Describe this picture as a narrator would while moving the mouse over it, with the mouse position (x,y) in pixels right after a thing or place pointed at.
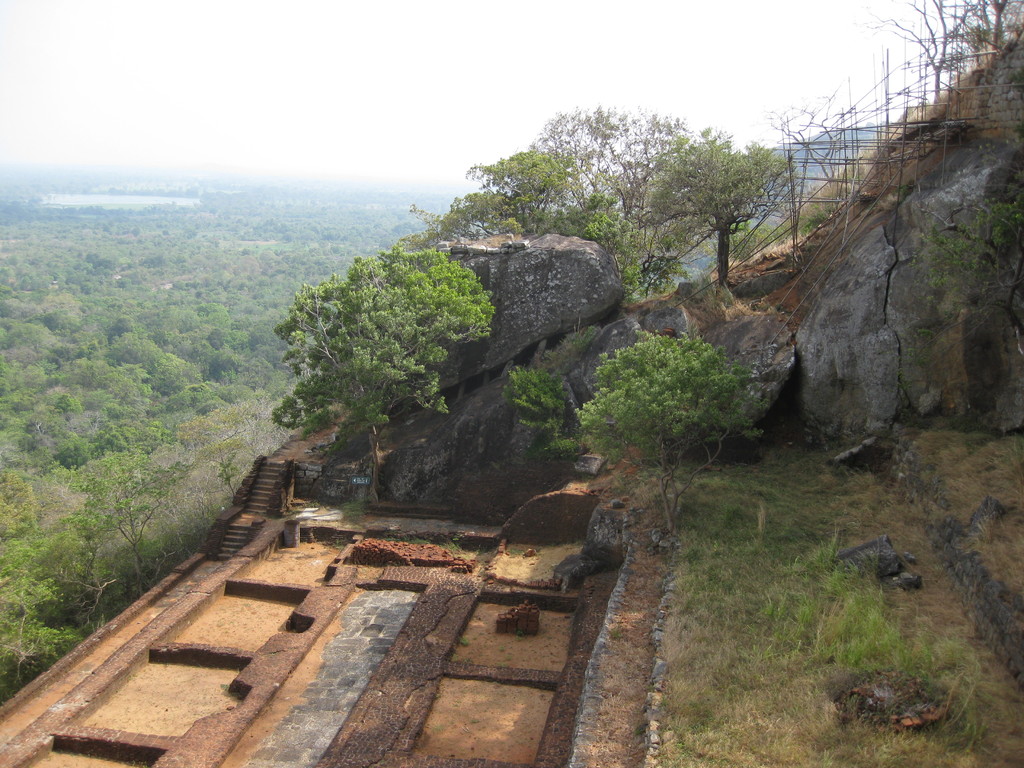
In this image, I can see the trees (663,274) with branches (450,287) and leaves (275,343). This looks like a hill (924,363) with the rocks (846,554). These are the stairs (230,551). I can see the grass (861,674). Here is the sky (590,52). These are the wooden sticks (883,168).
